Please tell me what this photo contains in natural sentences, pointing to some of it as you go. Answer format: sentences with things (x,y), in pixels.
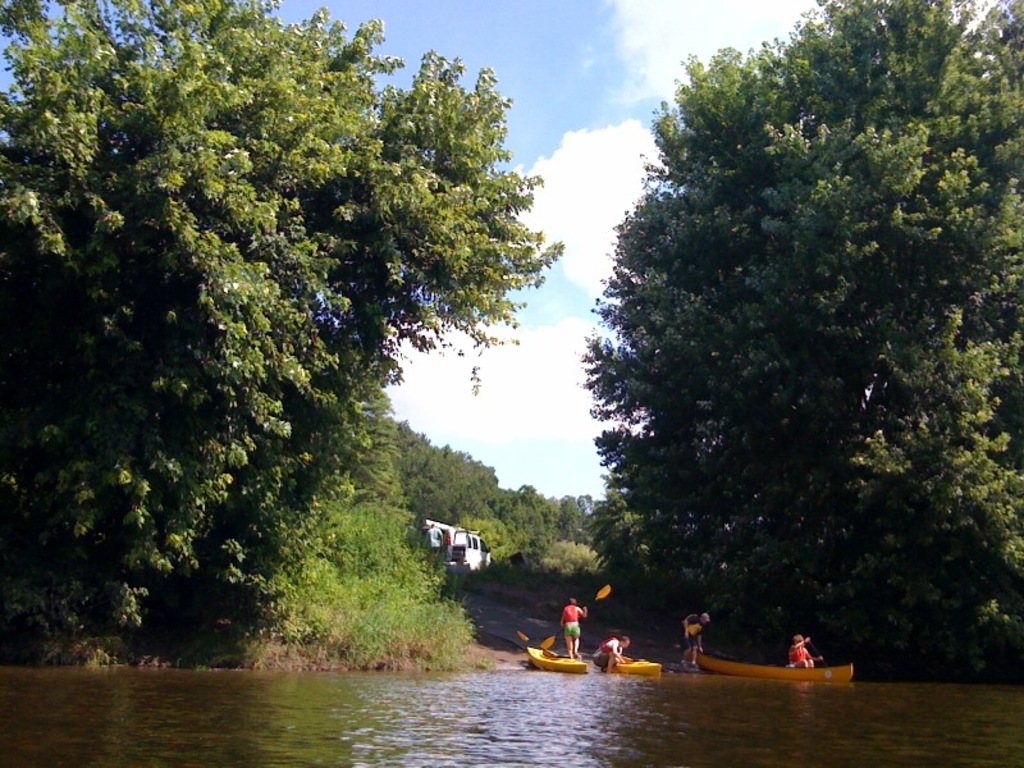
In this image we can see many trees (799,356) and there are three boats (788,669) present on the surface of the river (632,707). We can also see people (687,635). At the top (570,71) there is sky (573,71) with clouds (571,328).
